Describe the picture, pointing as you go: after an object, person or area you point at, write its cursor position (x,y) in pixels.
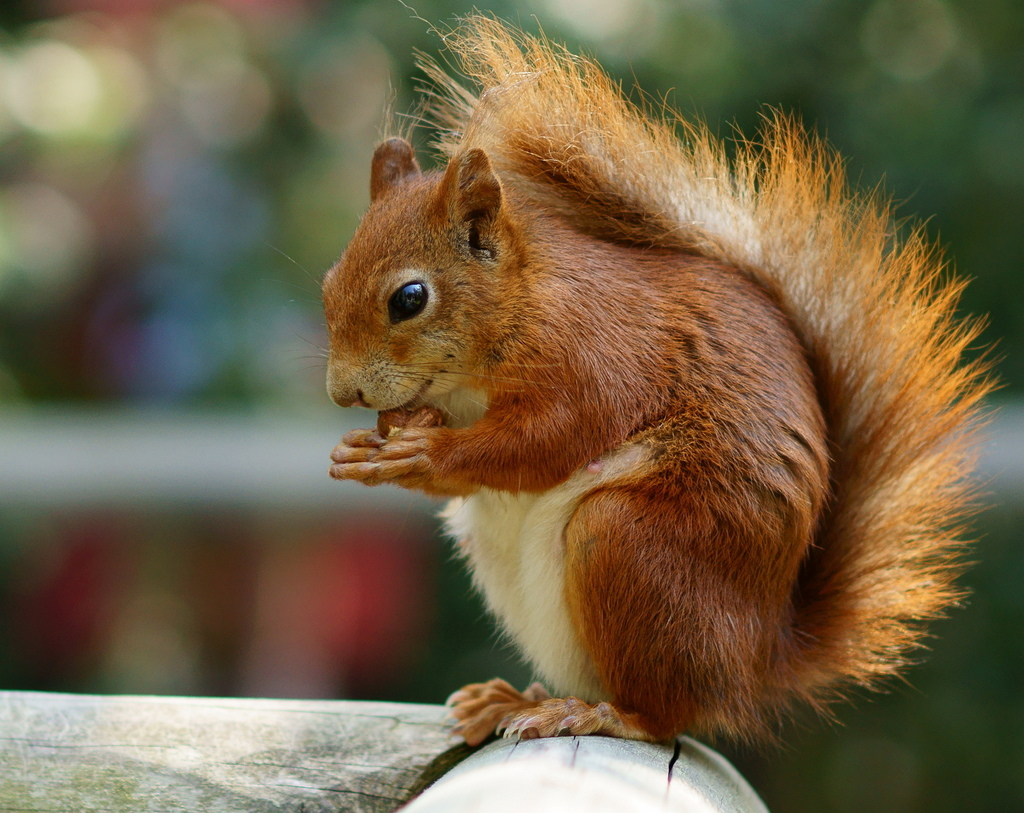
In this picture we can see a squirrel (582,297) and blurry background (219,236).
